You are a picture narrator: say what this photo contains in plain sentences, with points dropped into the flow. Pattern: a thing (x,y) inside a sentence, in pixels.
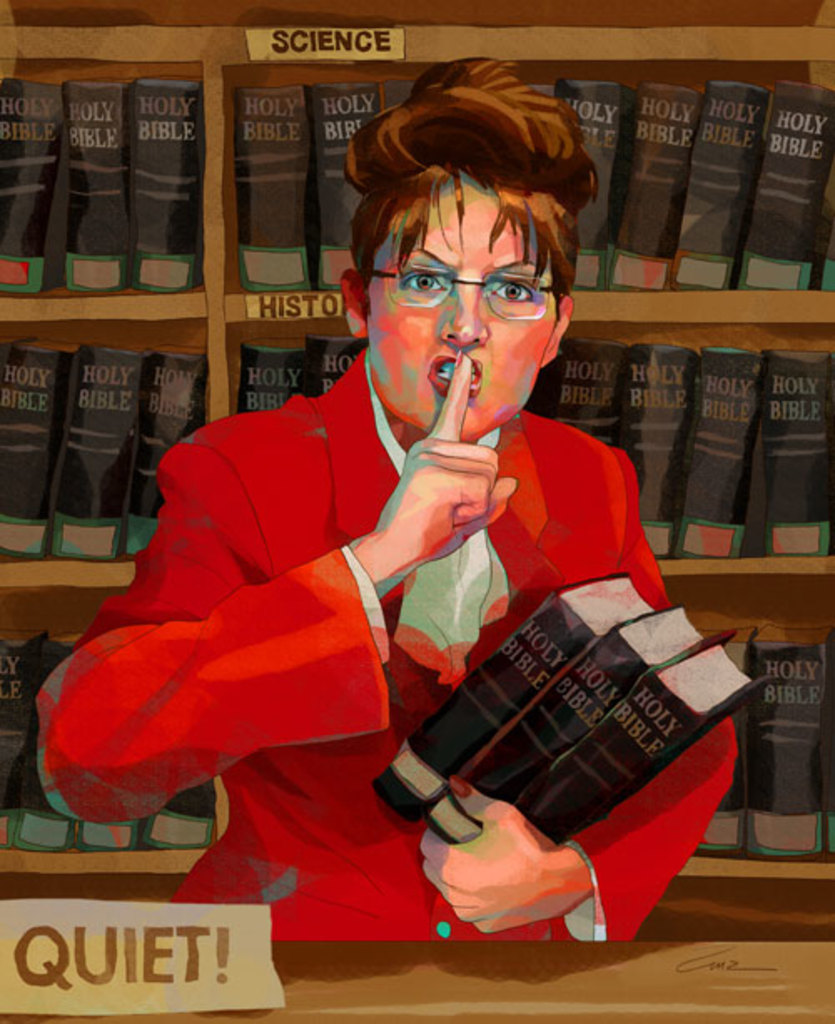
In this image I can see a woman (384,454) wearing a red color jacket (280,499) and holding the books (498,763), in the background (697,622) I can see the books rack (697,566) and this image is cartoon.
